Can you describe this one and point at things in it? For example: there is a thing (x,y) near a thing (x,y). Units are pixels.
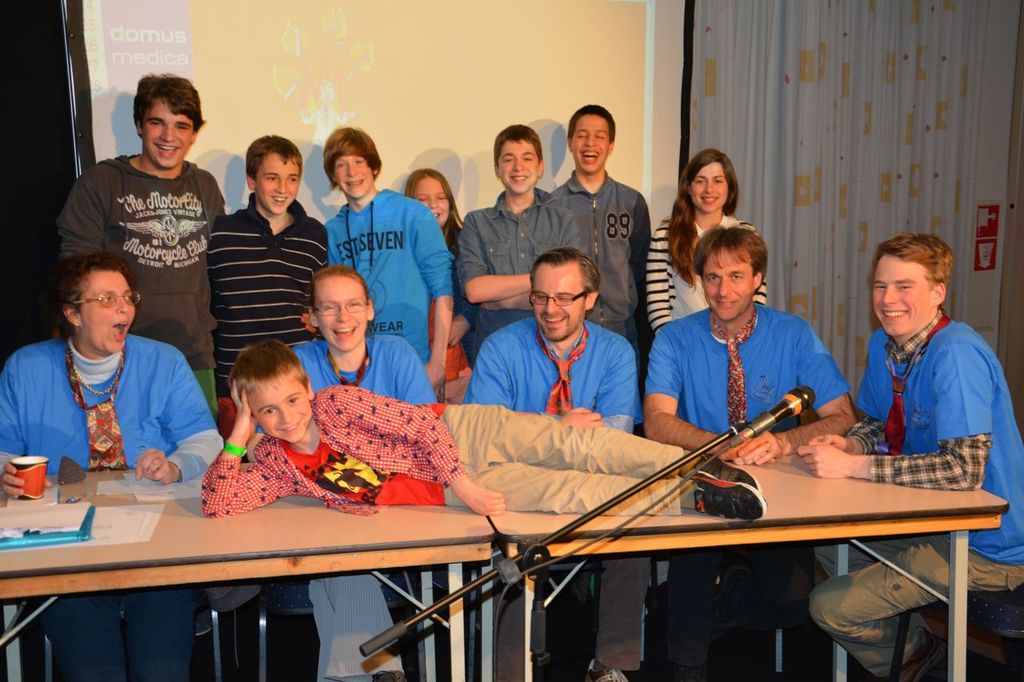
A boy (274,419) is lying on a table (805,499). There are some people (816,412) around the table (825,504). some boys (185,211) and girls (678,212) are standing behind them.
